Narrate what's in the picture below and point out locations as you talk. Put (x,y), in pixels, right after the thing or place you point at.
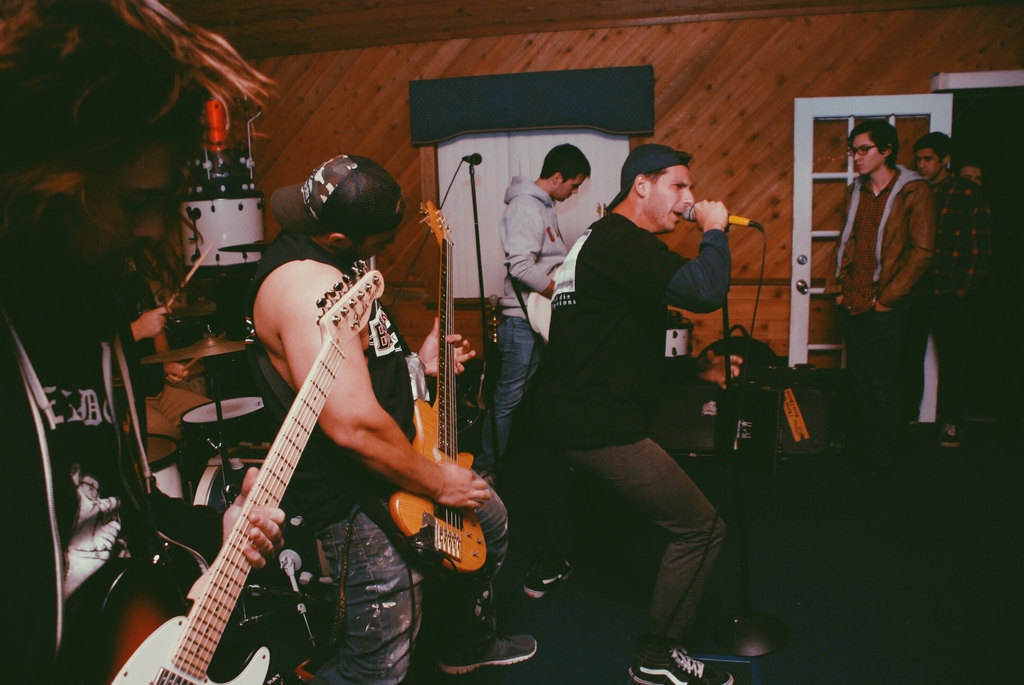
In this picture a group of people (946,192) standing on the right (887,164), people (723,209) holding a microphone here and these people (260,306) are playing the guitar (185,667).
